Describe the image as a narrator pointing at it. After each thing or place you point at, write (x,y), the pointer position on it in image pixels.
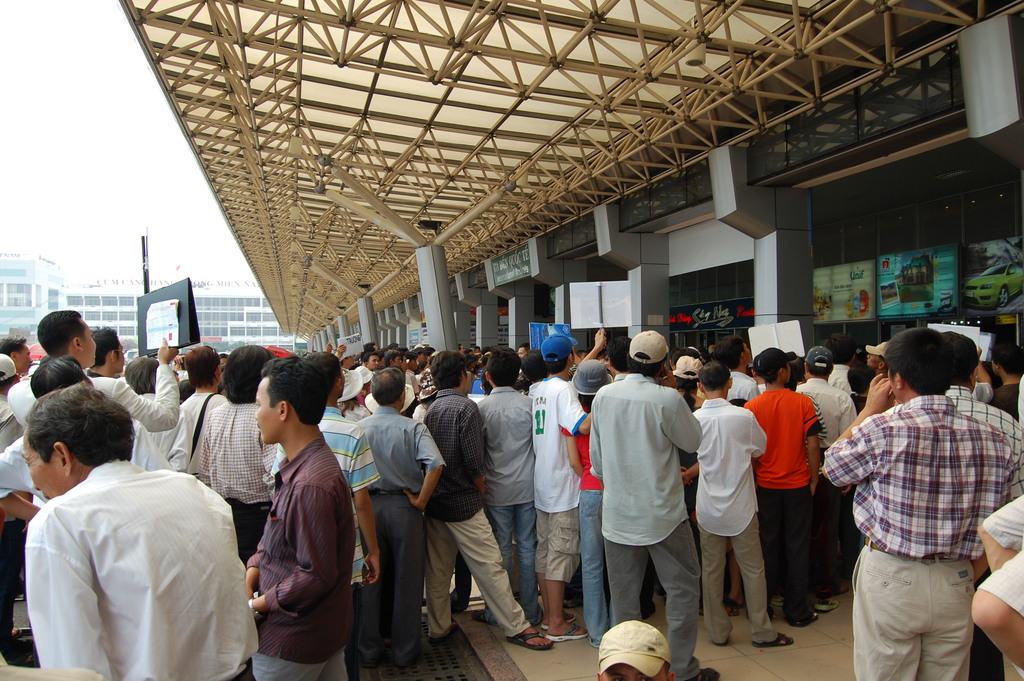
In this image I can see in the middle (673,420) a group of people (400,429) are standing, on the right side (705,130) there is a building (579,239).
